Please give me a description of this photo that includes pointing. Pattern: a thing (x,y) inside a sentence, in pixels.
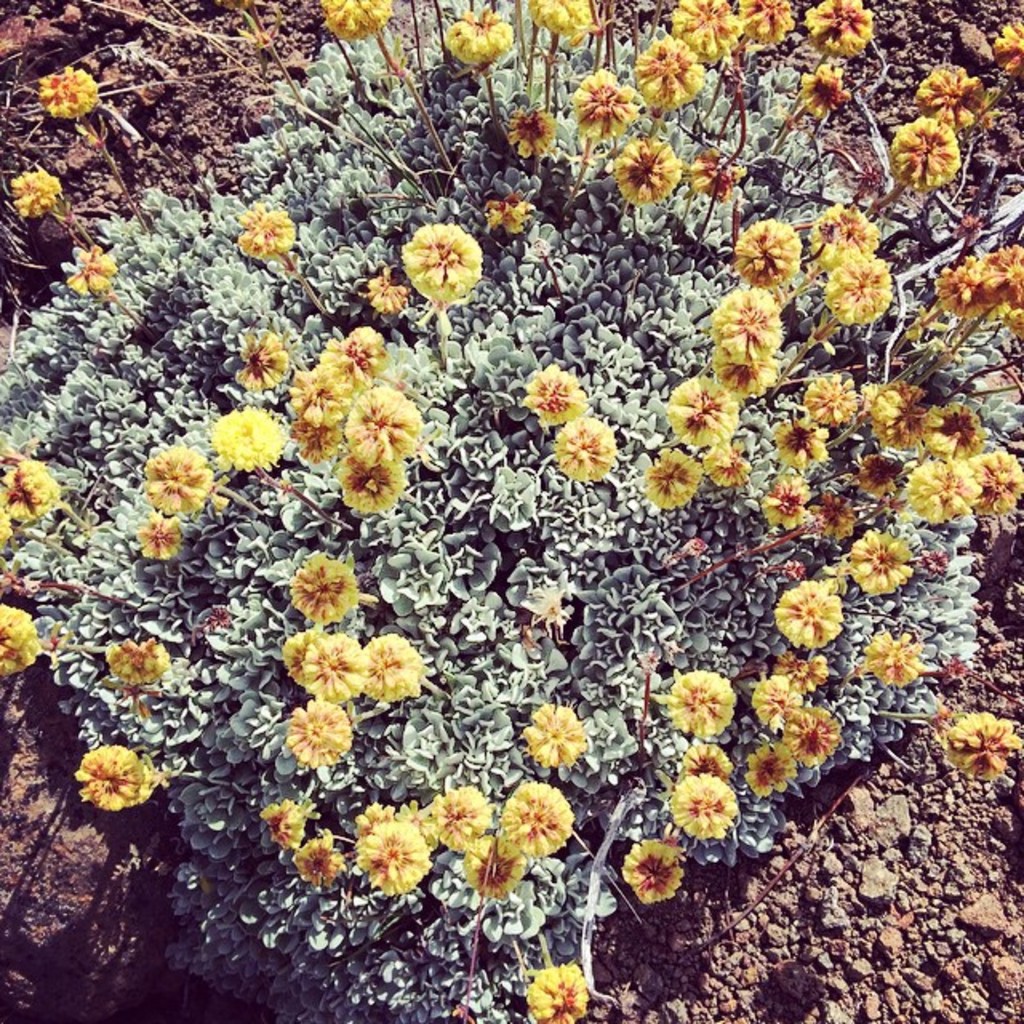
In this picture I can see plants (610,605) with flowers (968,496), and there is soil (911,3).
